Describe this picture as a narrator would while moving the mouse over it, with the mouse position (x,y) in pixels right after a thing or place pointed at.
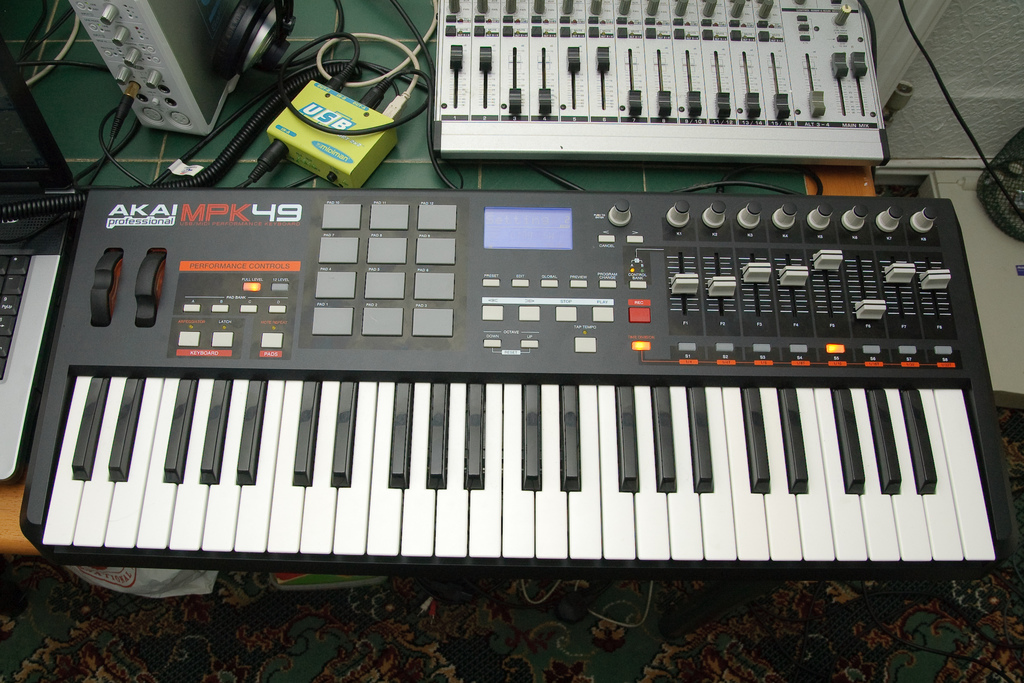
This is a zoomed in picture. In the foreground (157,426) we can see a musical keyboard (464,296), cables (398,111) and some machines (693,132) is placed on the top of the green color table (621,175). In the background (983,190) there are some objects (1009,222).
